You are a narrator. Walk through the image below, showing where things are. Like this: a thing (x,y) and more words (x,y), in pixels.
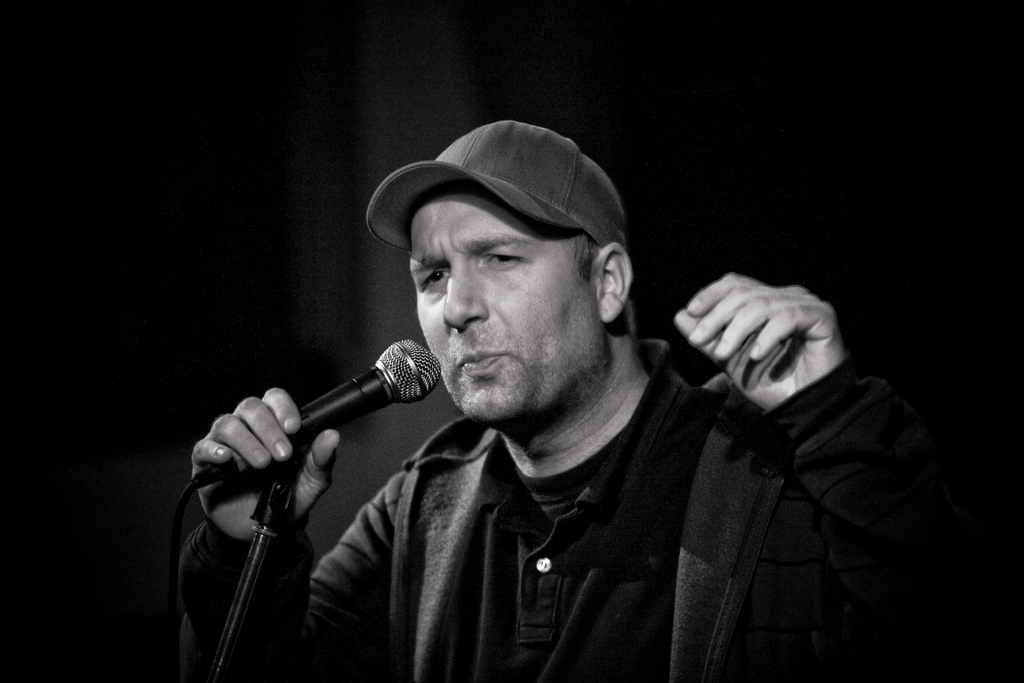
In the picture there is a man (772,442). He is wearing a cap (574,154), a T-shirt (665,478) and hoodie (723,523) over it. In front of him there is a microphone (334,412) and microphone stand (238,607). He is holding the microphone (235,474).
